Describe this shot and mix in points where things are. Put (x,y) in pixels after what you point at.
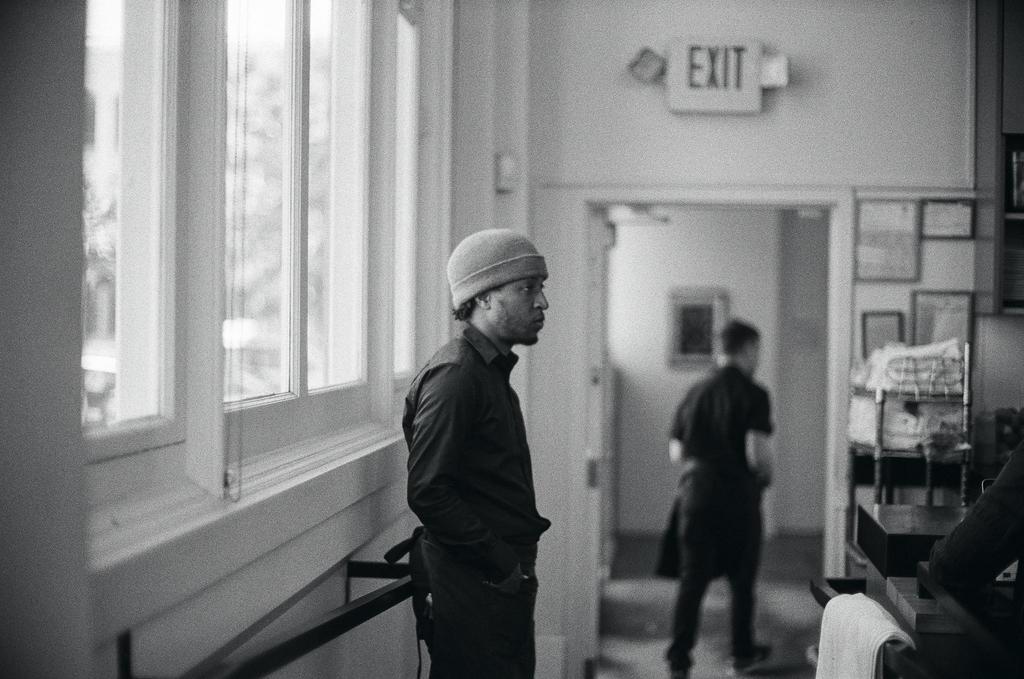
This is a black and white picture. The man (433,425) in the black dress (432,447) is standing. Behind him, we see windows (327,360). Beside him, we see a white wall (550,243) on which exit board (744,72) is placed. The man (727,531) in black shirt (739,446) is walking. On the right side (967,616), we see a black table (917,553) and a rack (878,422). Behind that, we see a wall (889,283) on which photo frames (911,256) are placed.
